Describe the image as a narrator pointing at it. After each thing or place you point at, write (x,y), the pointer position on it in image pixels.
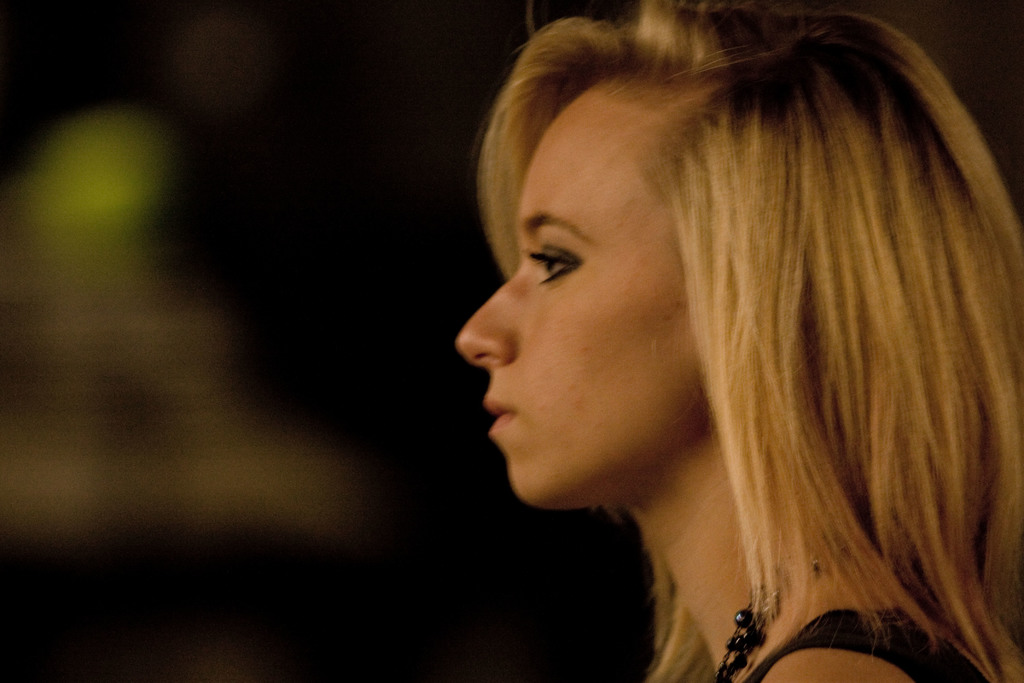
In this image we can see a person's face (583,474) who is wearing black color dress (842,625), chain (763,612) and background (287,272) is blurry.
